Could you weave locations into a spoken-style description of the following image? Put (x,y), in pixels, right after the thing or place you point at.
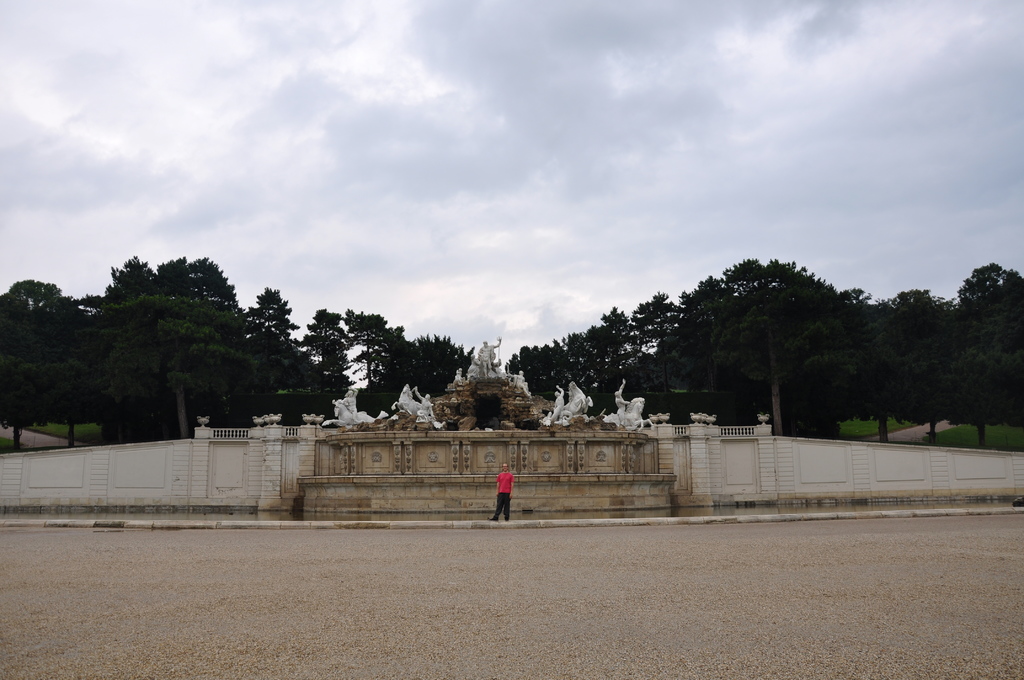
In this image, there are a few statues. We can see a person (507,487) standing. We can see the ground (318,585) and the wall (520,490) with some objects (489,452). We can see some grass (966,435) and trees (844,344). We can see the sky (515,300) with clouds (518,69).
